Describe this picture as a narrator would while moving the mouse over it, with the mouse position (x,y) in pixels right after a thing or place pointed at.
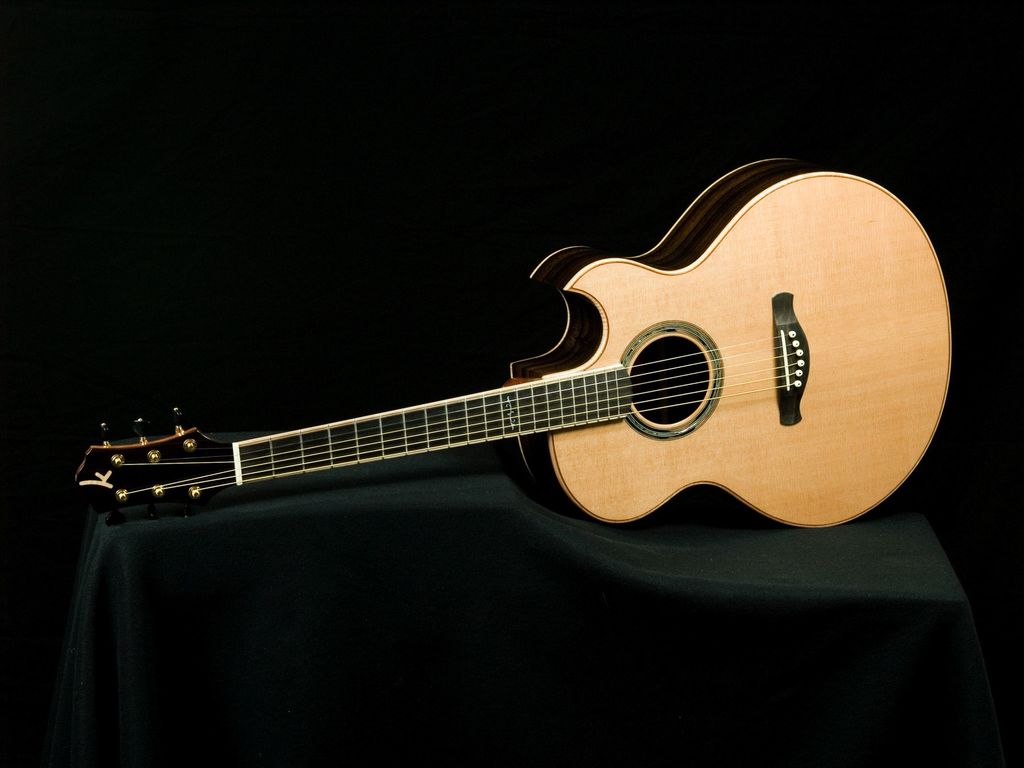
On the table (532,513) with a cloth (541,556) there is a guitar (622,441) on it.
